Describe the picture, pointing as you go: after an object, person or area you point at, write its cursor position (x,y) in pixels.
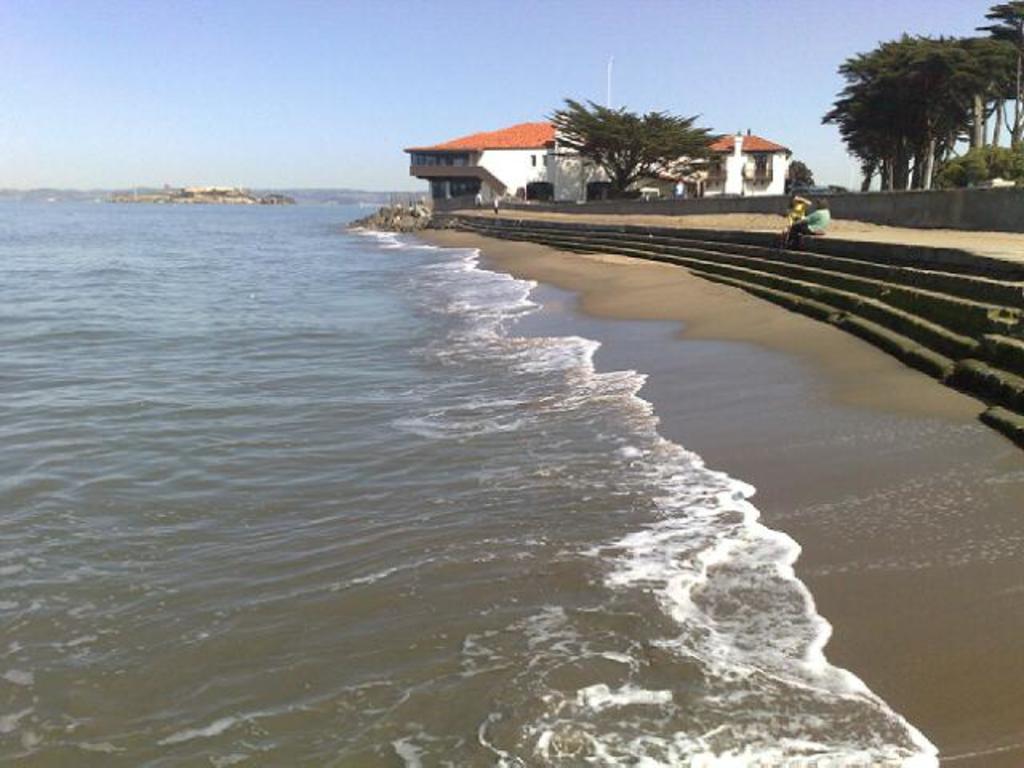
In this picture we can see the water (383,348), steps (689,256), some people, wall (720,209), building (600,176), trees (957,121), rocks (395,224) and in the background (447,94) we can see the sky (554,60).
